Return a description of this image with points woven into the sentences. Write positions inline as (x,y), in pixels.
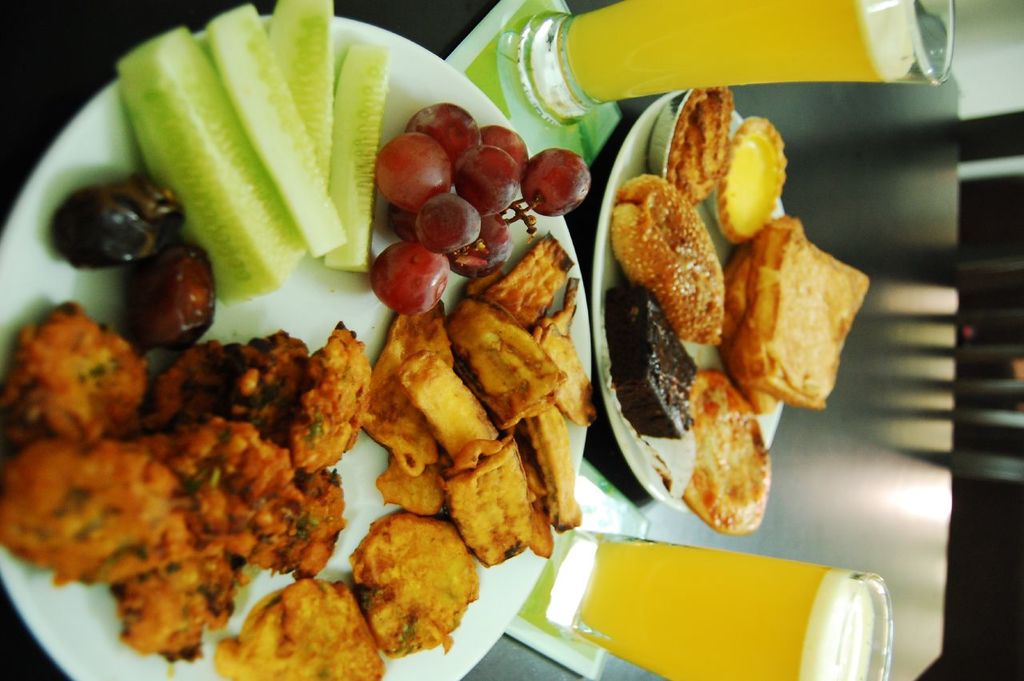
In this picture we can see a table (888,497) and on the table (892,482) there are plates (283,298) and glasses (704,641). On the plates (291,316), there are some food items (125,452). On the right side of the image (900,272), it looks like a chair (969,395).
